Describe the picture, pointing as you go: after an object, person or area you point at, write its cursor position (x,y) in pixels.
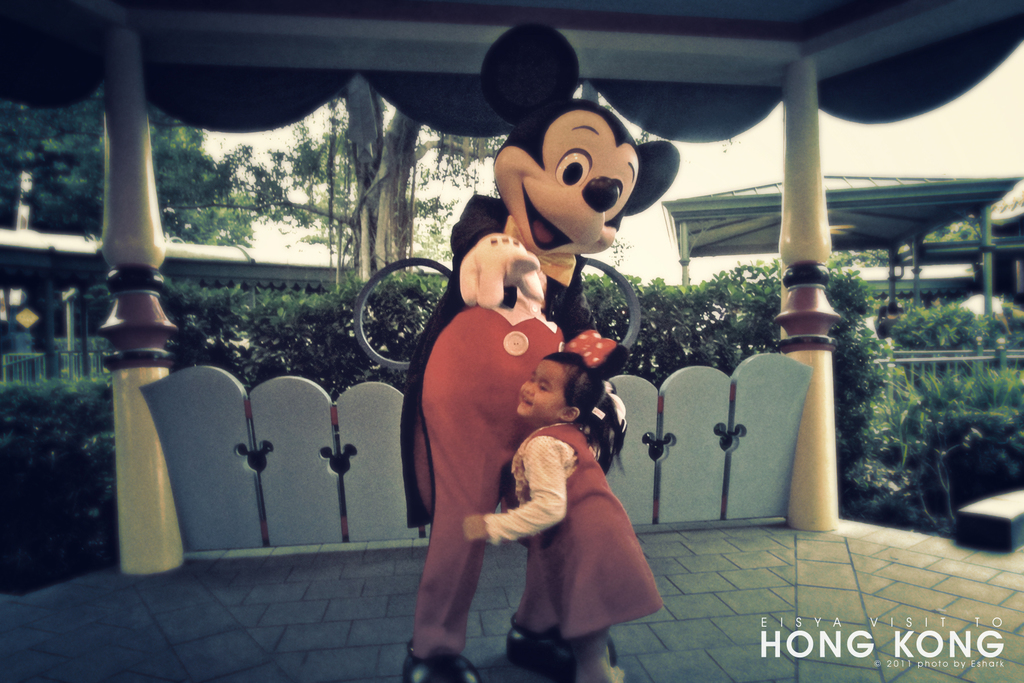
There is a girl (578,529) standing near a Mickey mouse (457,362). In the back (240,193) there are pillars (787,251), bushes (444,282), trees (416,228), tents (734,248) and sky (633,127). In the right bottom corner (933,647) there is a watermark (951,658).
